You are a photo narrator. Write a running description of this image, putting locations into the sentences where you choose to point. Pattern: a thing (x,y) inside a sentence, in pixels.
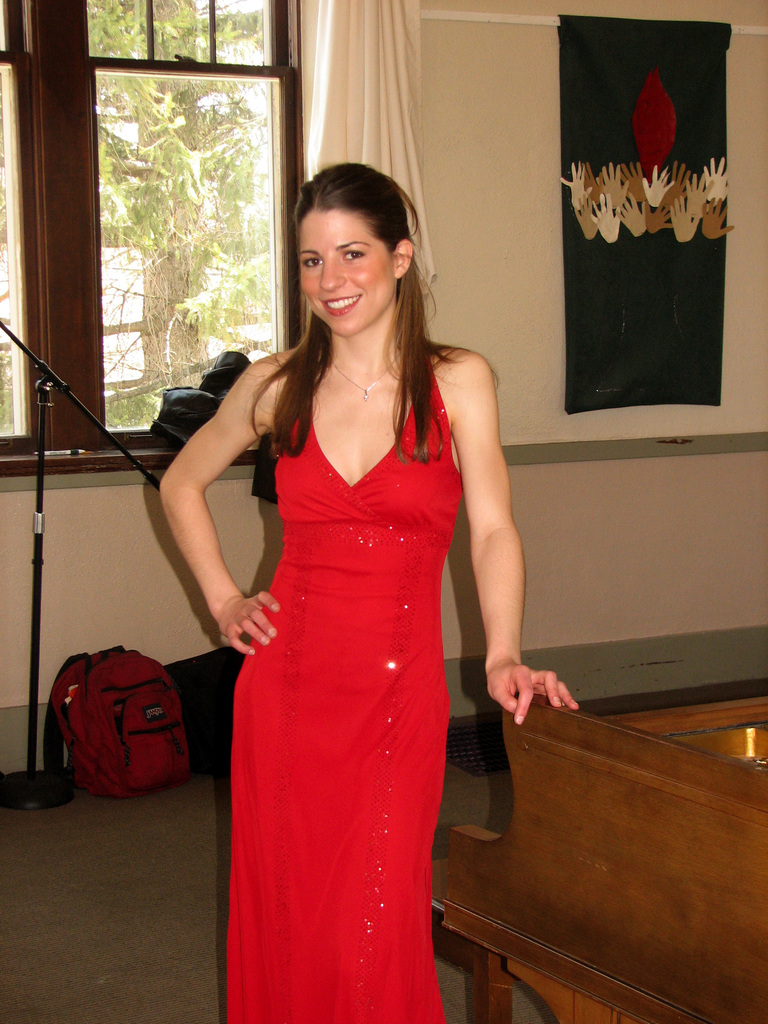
In the image there is a woman (277,407), she wore red dress (359,533), she kept her hand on piano (610,882) and the background (378,32) there is curtain (378,94) and window (137,197), outside the window (198,76) there is tree (220,259) and down the window (220,244) on floor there is a bag (138,709).
